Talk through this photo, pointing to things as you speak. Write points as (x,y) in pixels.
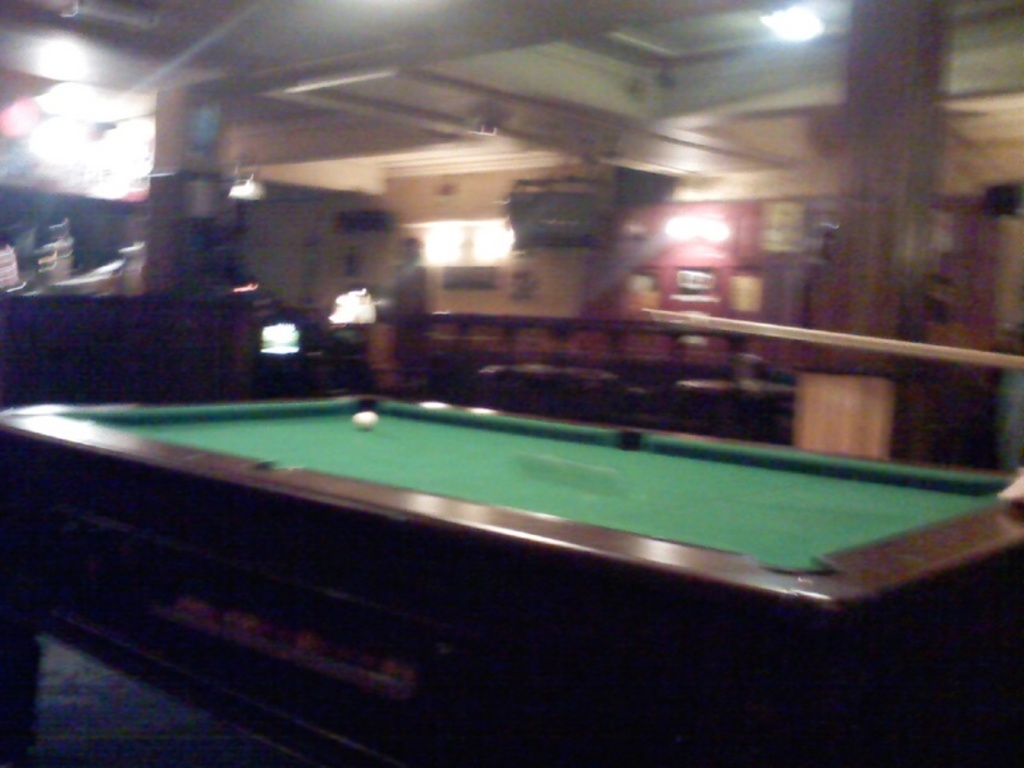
It is a blur image. In this image, we can see a pool ball table (502,449). Here we can see a white ball (366,424). Background (878,154) we can see pillar (862,303), wall (391,204), screen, some objects (552,391), board (833,415), poster (633,293). Top of the image (683,32), there is a roof (666,43) and light (799,24).
